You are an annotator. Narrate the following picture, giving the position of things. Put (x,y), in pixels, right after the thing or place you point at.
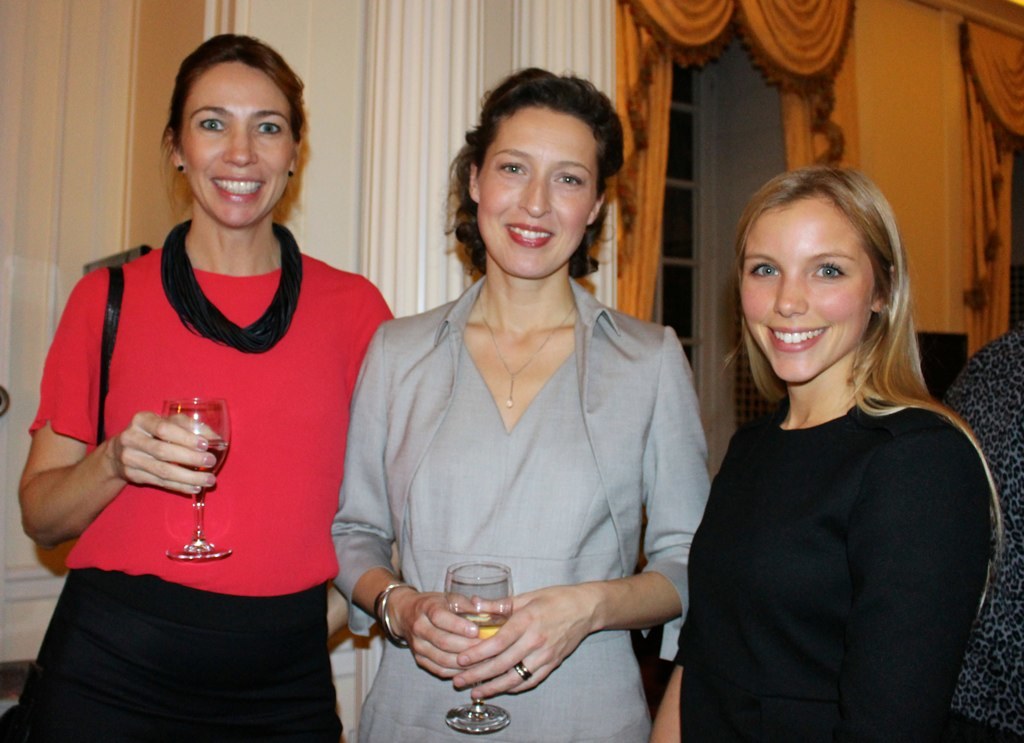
There are three women (515,438) standing and smiling, two of them are holding wine glasses (207,547) in their hands (446,631). At background (805,36) I can see curtains (666,44) hanging. This looks like the window (707,224). At the right corner of the image (1001,446) I can see another person (998,590) standing.
